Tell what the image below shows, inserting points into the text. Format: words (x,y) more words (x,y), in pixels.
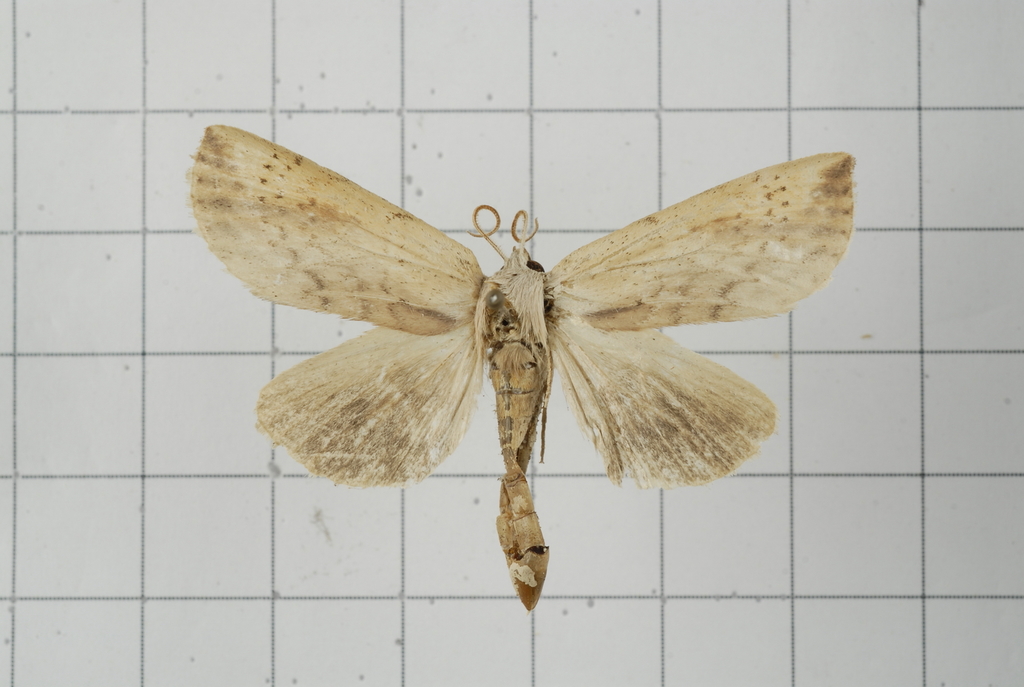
In this image, we can see a moth (460,247) and the background (547,36).
